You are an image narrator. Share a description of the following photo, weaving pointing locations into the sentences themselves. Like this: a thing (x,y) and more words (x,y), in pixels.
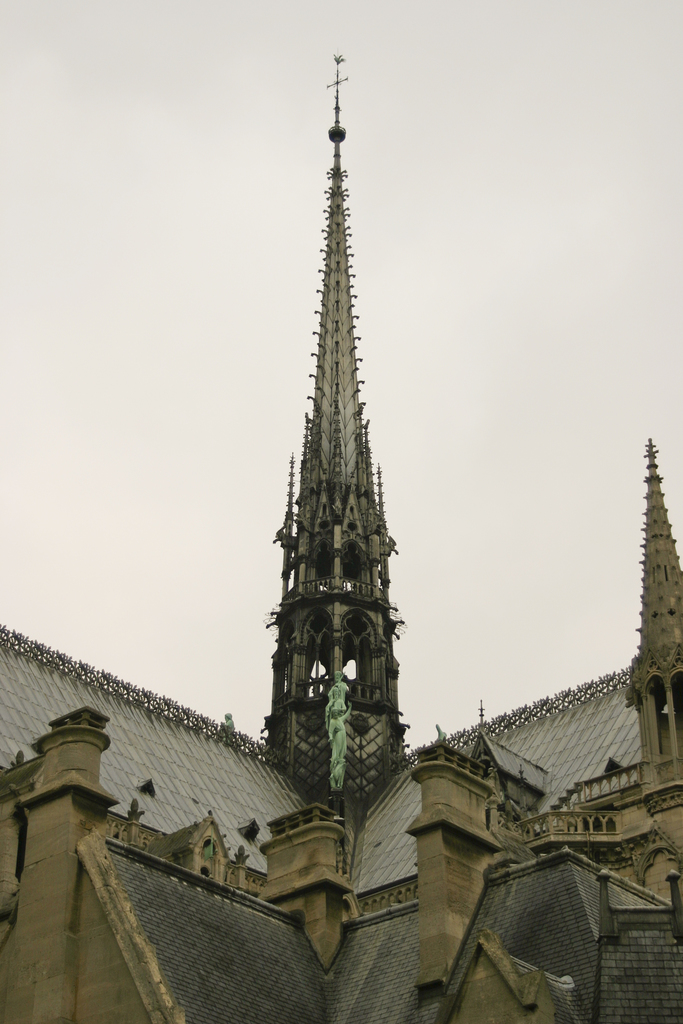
In the center of the image (299,560) there is a tower (282,652). There are buildings (419,777). In the background of the image (431,428) there is sky (115,298).
